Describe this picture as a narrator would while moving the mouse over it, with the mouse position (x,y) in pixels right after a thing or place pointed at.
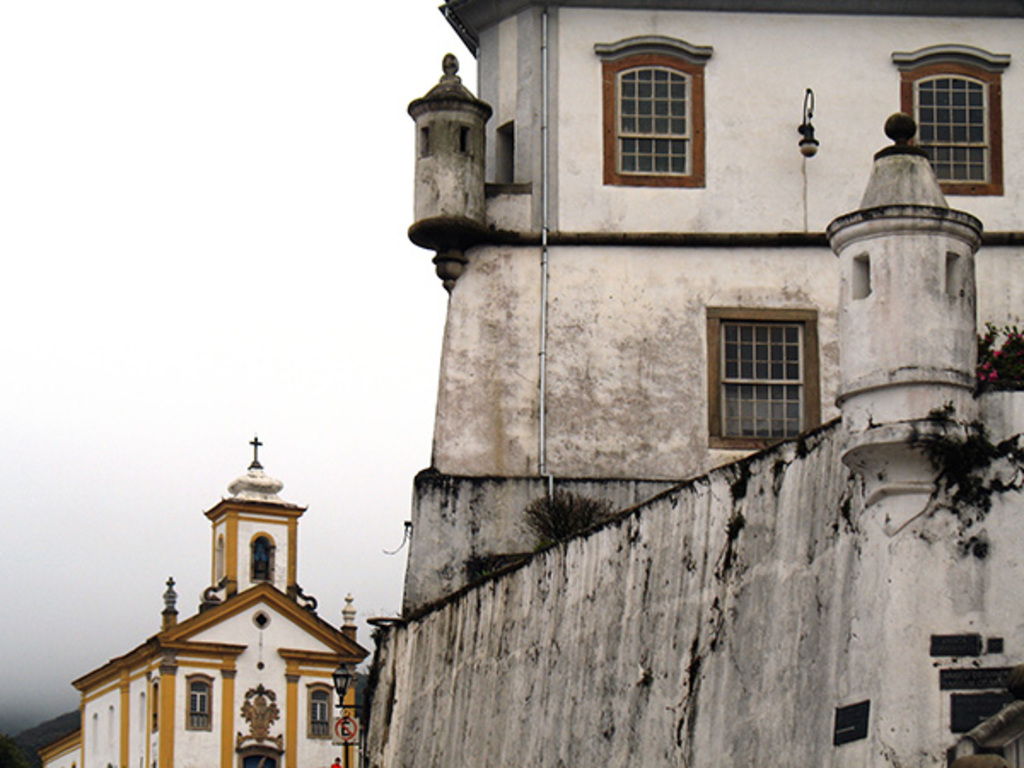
In this image there are two buildings (526,533) one is very much new in white colour and other one is very old.
